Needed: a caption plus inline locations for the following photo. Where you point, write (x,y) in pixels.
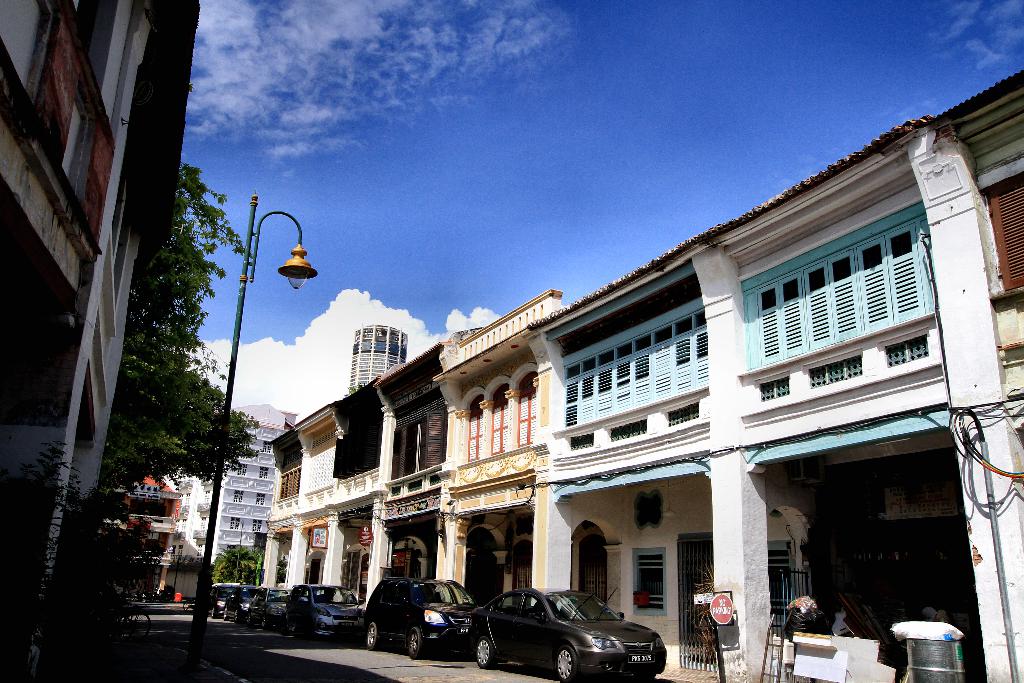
On the right side of the image (686,417) we can see buildings (376,541), cars (623,654), sign board (712,604). On the left side of the image (18,46) there is a street light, tree (151,357) and building (47,218). In the background (133,502) there are buildings (297,500), sky (463,204) and clouds (265,366).
